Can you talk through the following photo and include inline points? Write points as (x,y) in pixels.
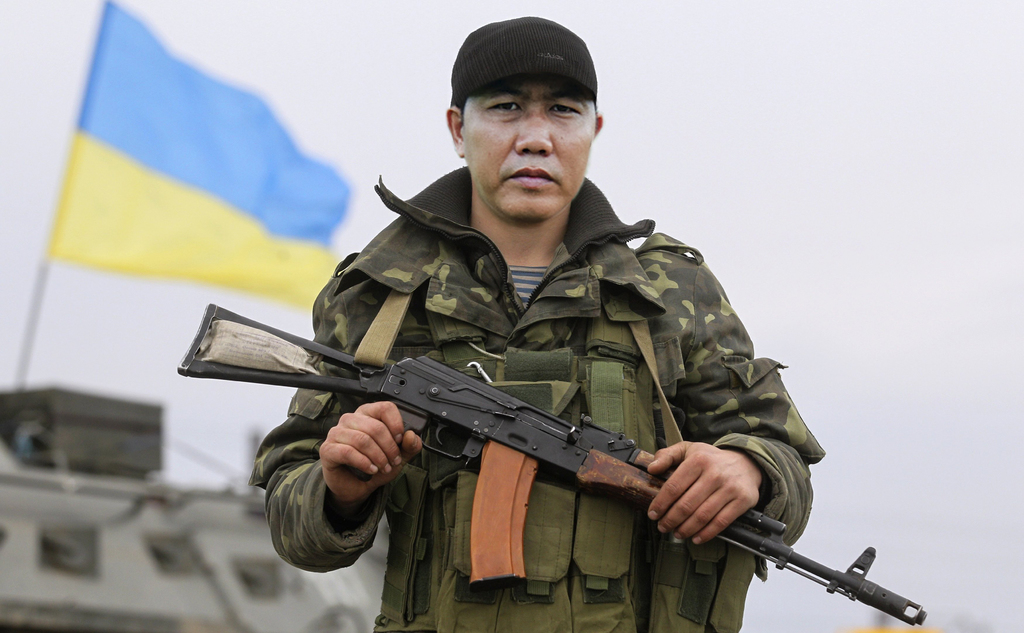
In the center of the image (526,225) we can see person (548,318) standing and holding a gun (649,479). In the background (89,325) we can see flag (100,198), war tanker (134,415) and sky (665,134).
